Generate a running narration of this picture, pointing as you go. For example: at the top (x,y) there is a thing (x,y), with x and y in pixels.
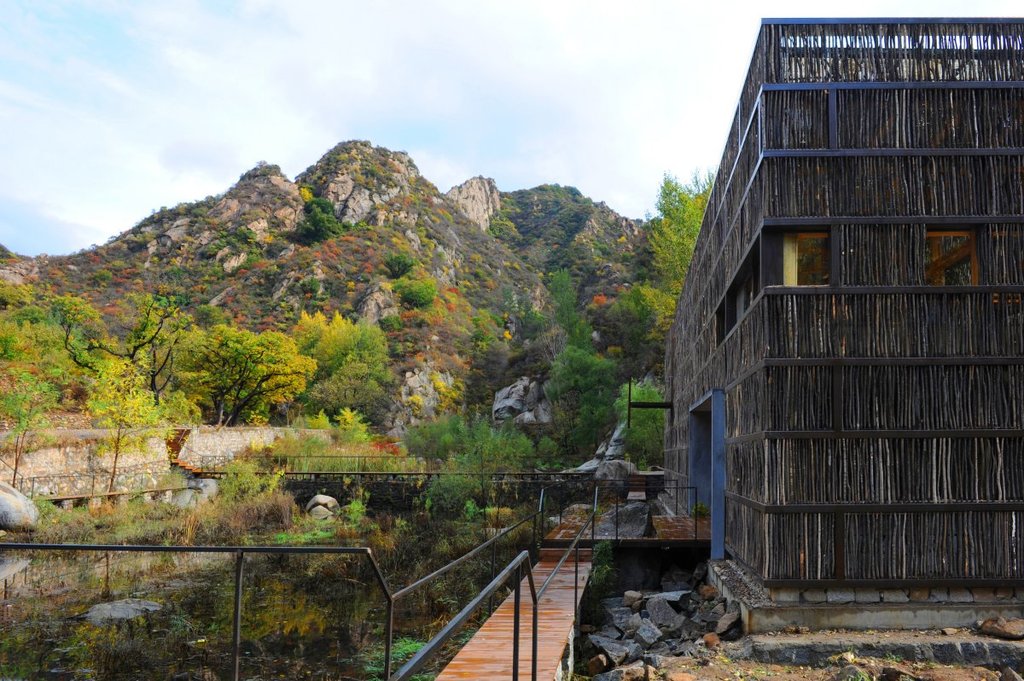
In the picture we can see a side view of the building (852,500) which is constructed with sticks (883,253) and near it, we can see some rocks (667,595) and a wooden path (565,566) and to it we can see railing (555,576) and beside it, we can see plants (516,509), grass (325,456) and a hill (312,270) which is covered with grass (362,288), plants (468,307), trees (574,307) and rocks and behind it we can see a sky (533,157) with clouds (40,155).
